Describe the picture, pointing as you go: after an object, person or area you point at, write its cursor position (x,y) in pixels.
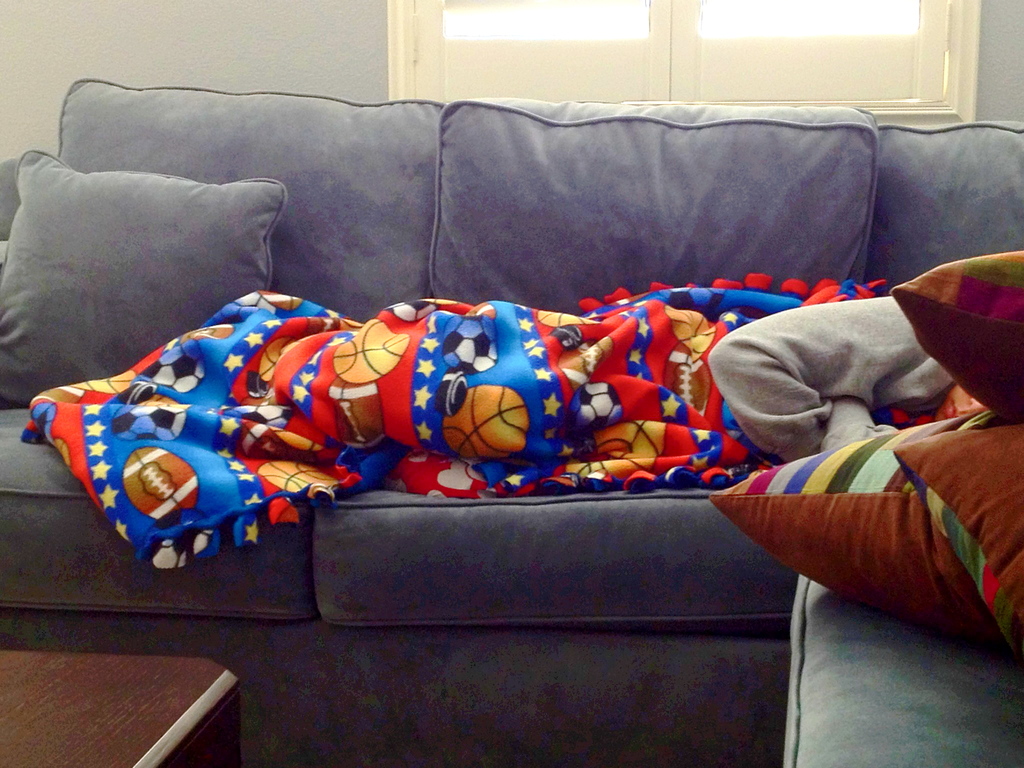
In this picture we can see a sofa (739,167) with pillows (106,321), bed sheet (437,371) on it and aside to this we have a table (118,679) and in background (157,63) we can see wall (160,43), window (756,91).
